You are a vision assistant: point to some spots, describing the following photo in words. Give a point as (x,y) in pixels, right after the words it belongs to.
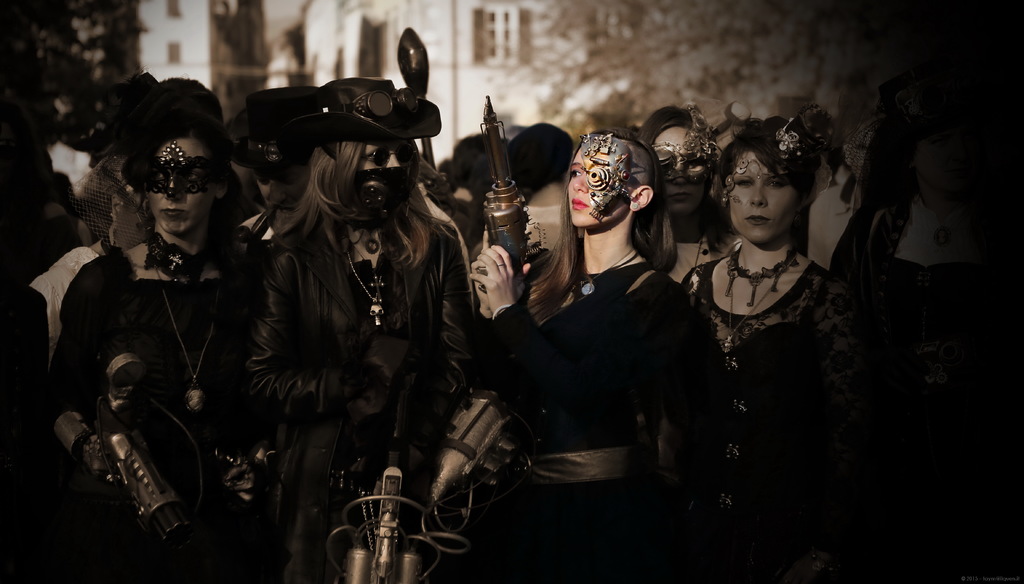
In this image I can see number of women (307,308) wearing black colored dresses (307,378) and face masks (614,159) are standing and holding weapons (463,407) in their hands (481,246). In the background (329,25) I can see few buildings (501,31) and few trees (88,55).
